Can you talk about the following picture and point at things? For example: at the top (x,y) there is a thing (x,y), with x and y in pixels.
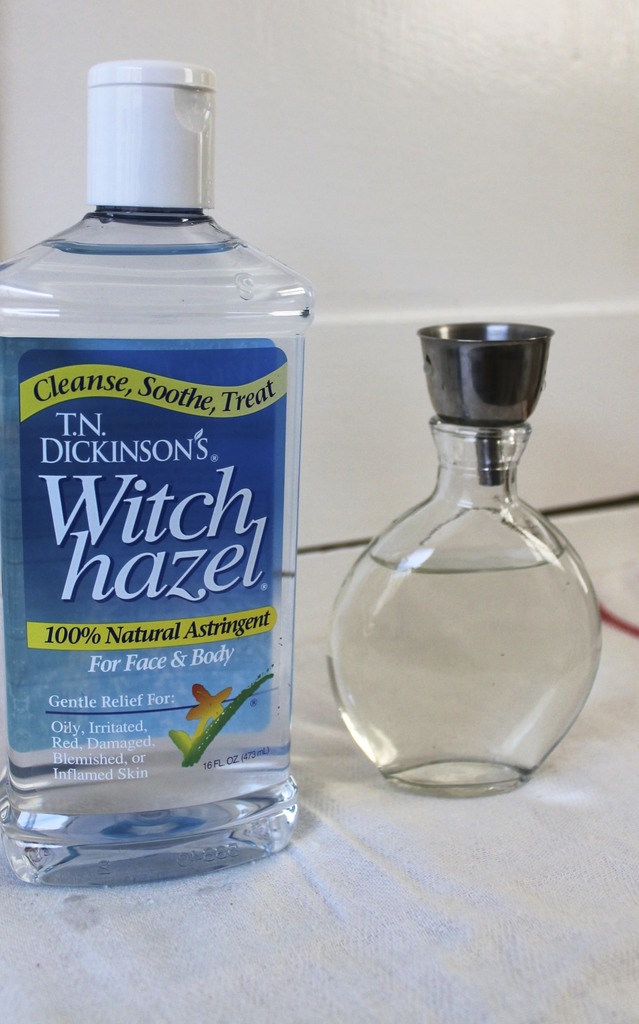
On the table (315,917) there is a bottle (197,671) with label (95,488) on it and a glass bottle (434,614) with steel cap (484,464).
